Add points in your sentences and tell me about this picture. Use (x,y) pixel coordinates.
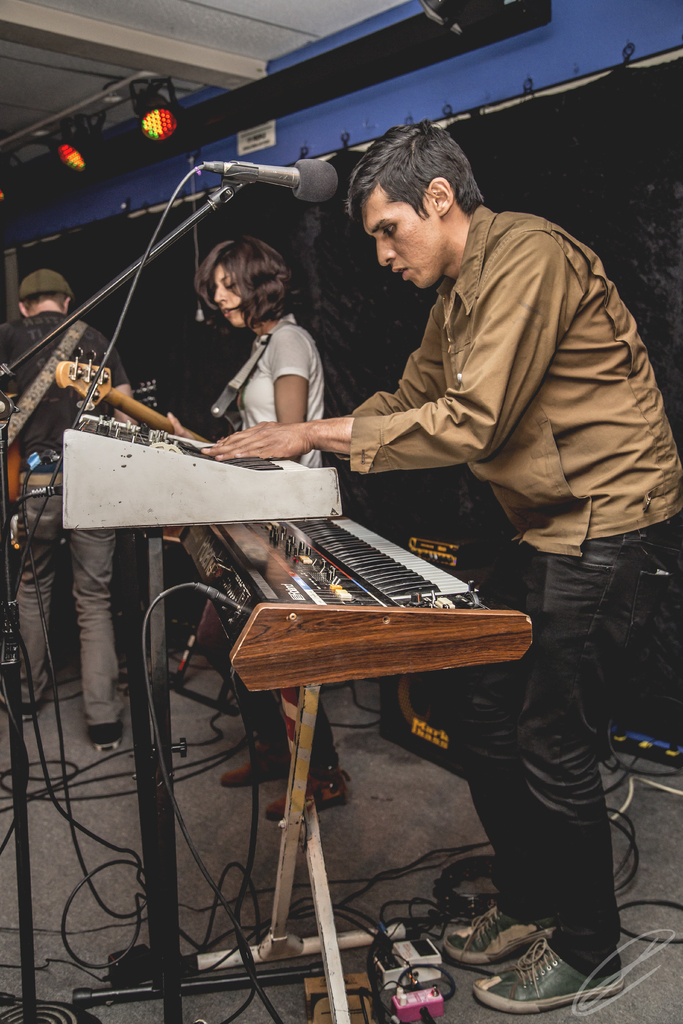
In this image, I can see the man (540,365) standing and playing piano (319,504). This looks like a mike (320,192), which is attached to a mike stand (17,709). I can see a woman (253,420) standing and holding a guitar (80,376). On the left side of the image (52,441), I can see another person (44,402) standing. In the background (431,712), It looks like a speaker (417,730) and a curtain (576,104) hanging. At the top of the image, I think these are the show lights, which are attached to the ceiling (191,65). At the bottom of the image (76,886), I can see the wires (253,853), sockets (438,972) and few other things (409,966) on the floor (621,906).
